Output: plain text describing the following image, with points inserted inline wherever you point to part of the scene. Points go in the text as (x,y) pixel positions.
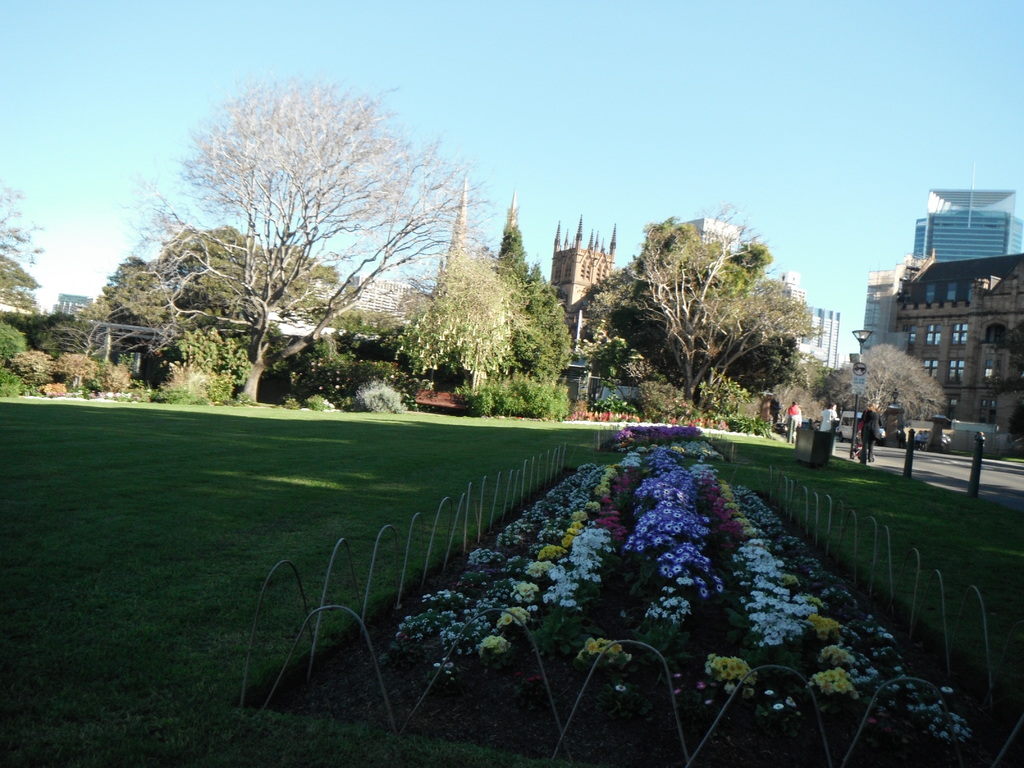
In this image there are few plants (566,489) having flowers (687,504) which are surrounded by fence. There are few poles (982,456) on the grassland (185,442) having few plants (135,384) and trees (448,381). Few persons (867,424) are walking on the road (927,467). There is a street light (865,347). Right side (1016,297) there are few buildings (946,367). Top of image (694,86) there is sky (539,152).
